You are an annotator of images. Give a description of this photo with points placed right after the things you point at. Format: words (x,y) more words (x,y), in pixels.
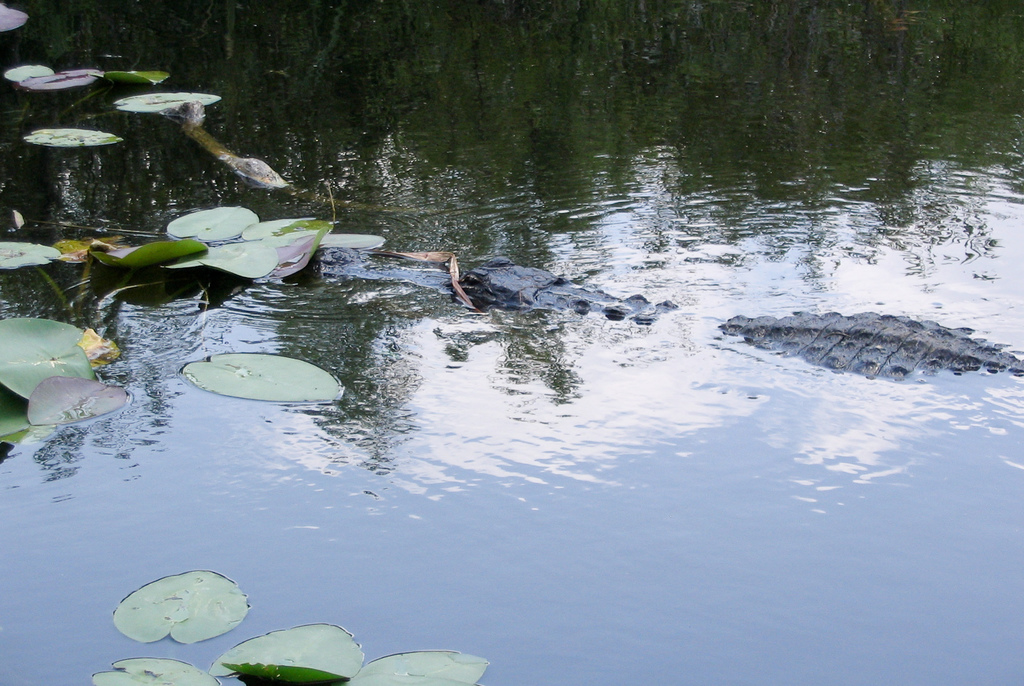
In this picture I can observe crocodile (561,291) swimming in the water (544,321) in the middle of the picture (500,303). On the left side (196,247) I can observe leaves (97,402) floating on the water (132,339).
